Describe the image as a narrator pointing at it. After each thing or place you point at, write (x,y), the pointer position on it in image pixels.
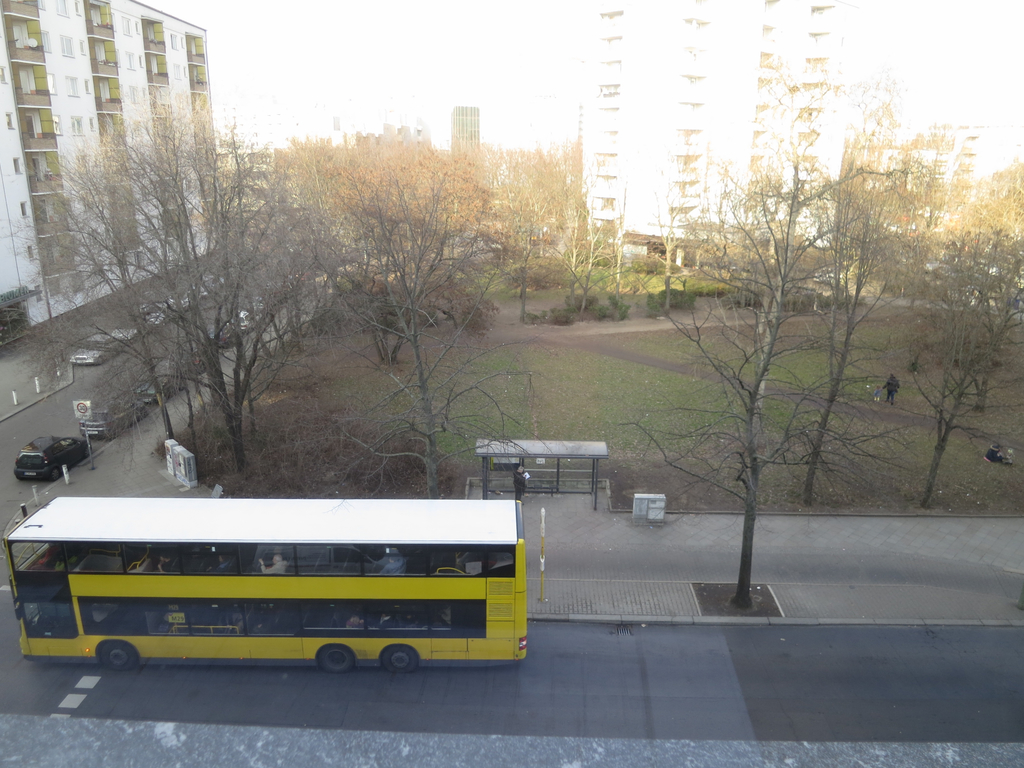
In this image I can see fleets of vehicles (325,590) on the road (665,632), trees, shed (507,464), fence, two persons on grass (638,454) and plants (354,430). In the background (665,202) I can see buildings (693,142), windows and the sky (458,73). This image is taken may be during a day.
